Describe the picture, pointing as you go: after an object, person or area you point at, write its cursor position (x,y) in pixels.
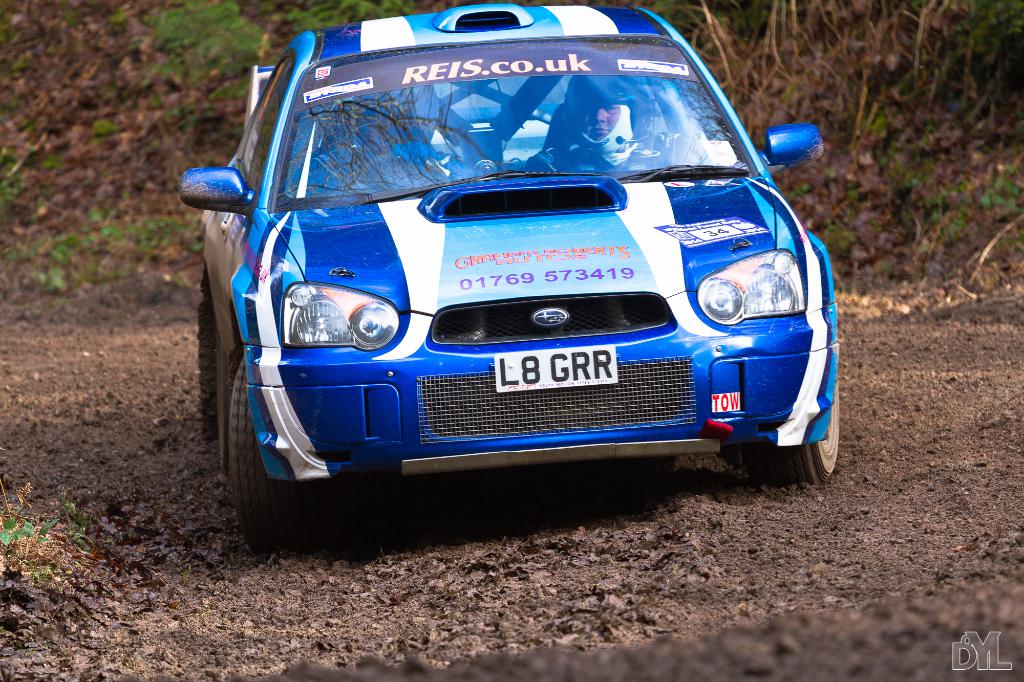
In this image there is a car (439,226), there are two men (406,155) in the car (428,135), there is text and numbers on the car (470,227), there is the soil (686,550), there are plants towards the top of the image (243,42), there is a plant (20,532) towards the left of the image (13,511), there is text (971,644) towards the bottom of the image (985,650).
